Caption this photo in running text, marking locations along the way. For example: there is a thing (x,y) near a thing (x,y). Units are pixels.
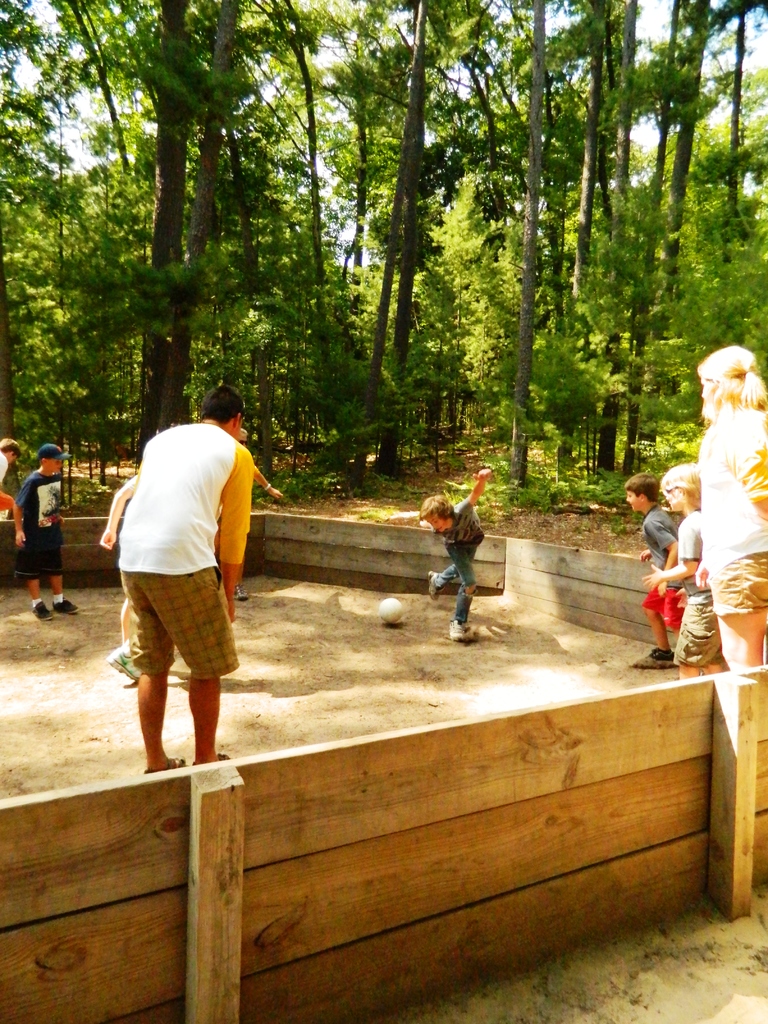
In this image I can see the ground (427,647) and on it I can see wooden walls (91,885), a ball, few children (3,448) and two persons (744,471). I can also see shadows (426,662) on the ground (323,631). In the background (556,461) I can see number of trees (516,309) and the sky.
